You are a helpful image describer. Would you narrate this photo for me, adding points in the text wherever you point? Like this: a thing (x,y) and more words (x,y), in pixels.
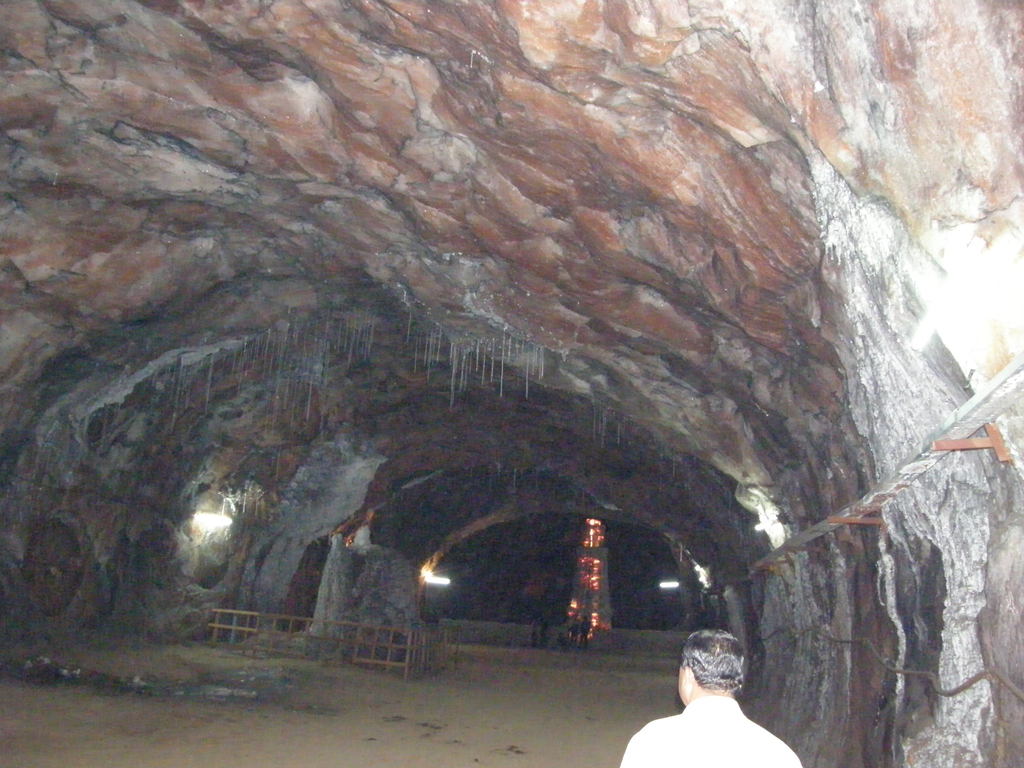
In this image in the front (679,724) there is a person (709,729) and in the background (288,372) there is a tunnel (313,418) and in the tunnel (480,513) there are lights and there is a fence (358,642).
